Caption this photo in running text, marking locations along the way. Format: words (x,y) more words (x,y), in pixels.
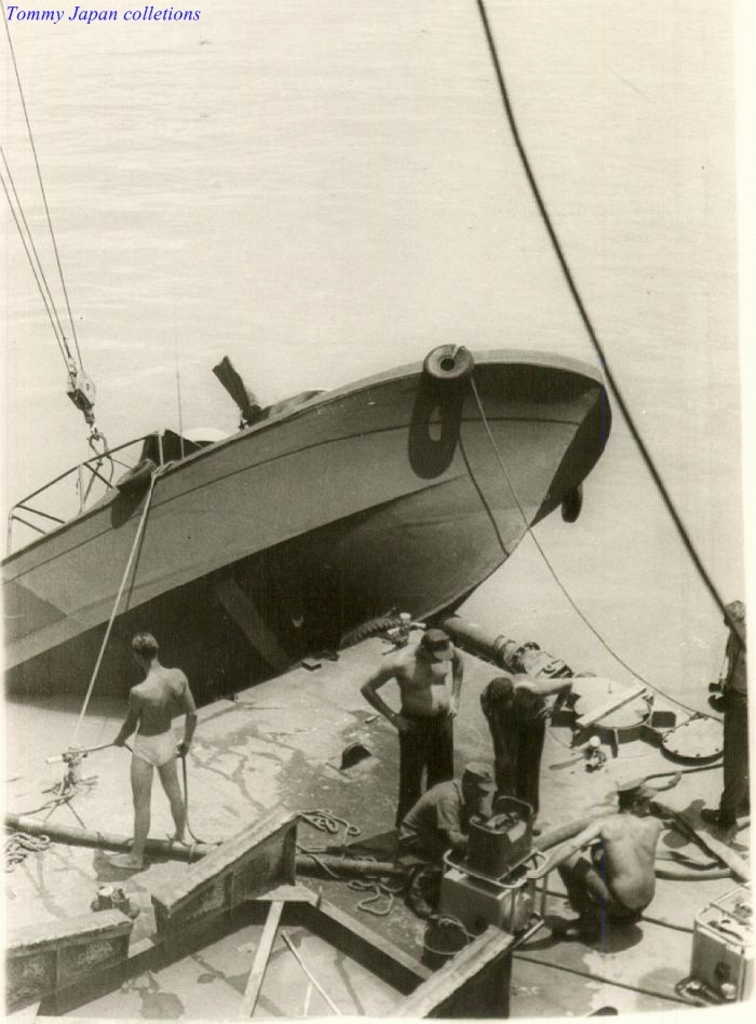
In this image I can see a picture of a boat (509,414), few persons (407,718) on the platform (380,771) and I see few things (737,993). I can also see few ropes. On the top left of this picture (180,9) I can see the watermark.
